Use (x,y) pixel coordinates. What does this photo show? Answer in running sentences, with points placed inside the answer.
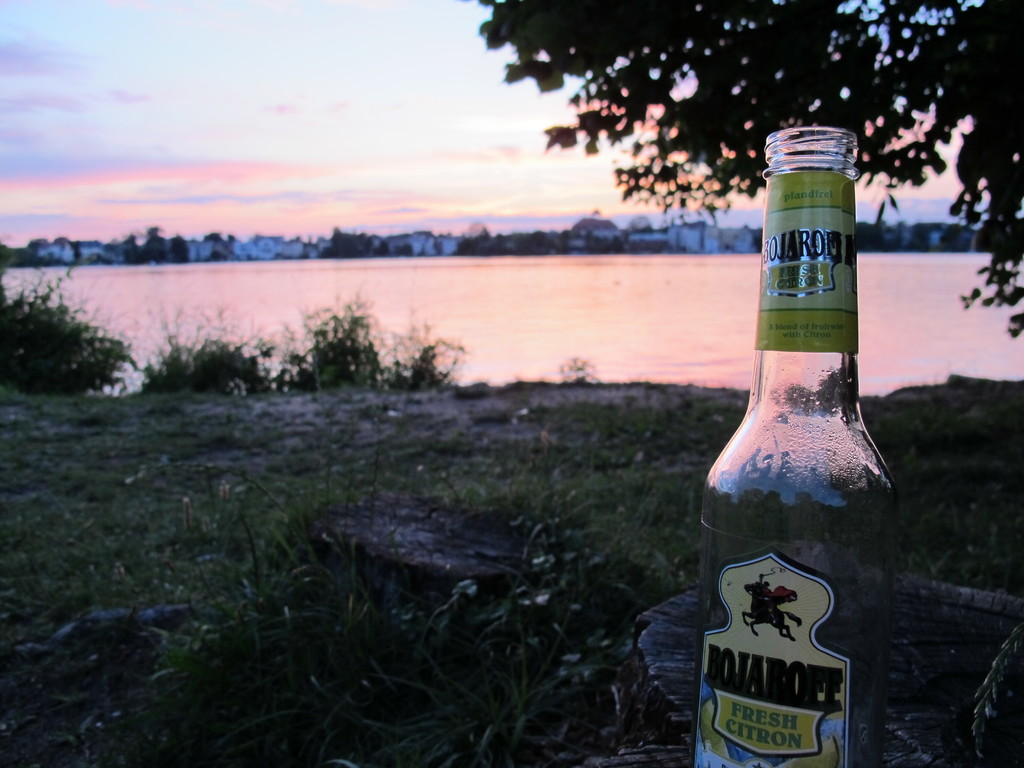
In this image I can see a bottle (758,422). In the background (311,143) there is a tree (654,64), water (403,281) and the sky (324,173).
